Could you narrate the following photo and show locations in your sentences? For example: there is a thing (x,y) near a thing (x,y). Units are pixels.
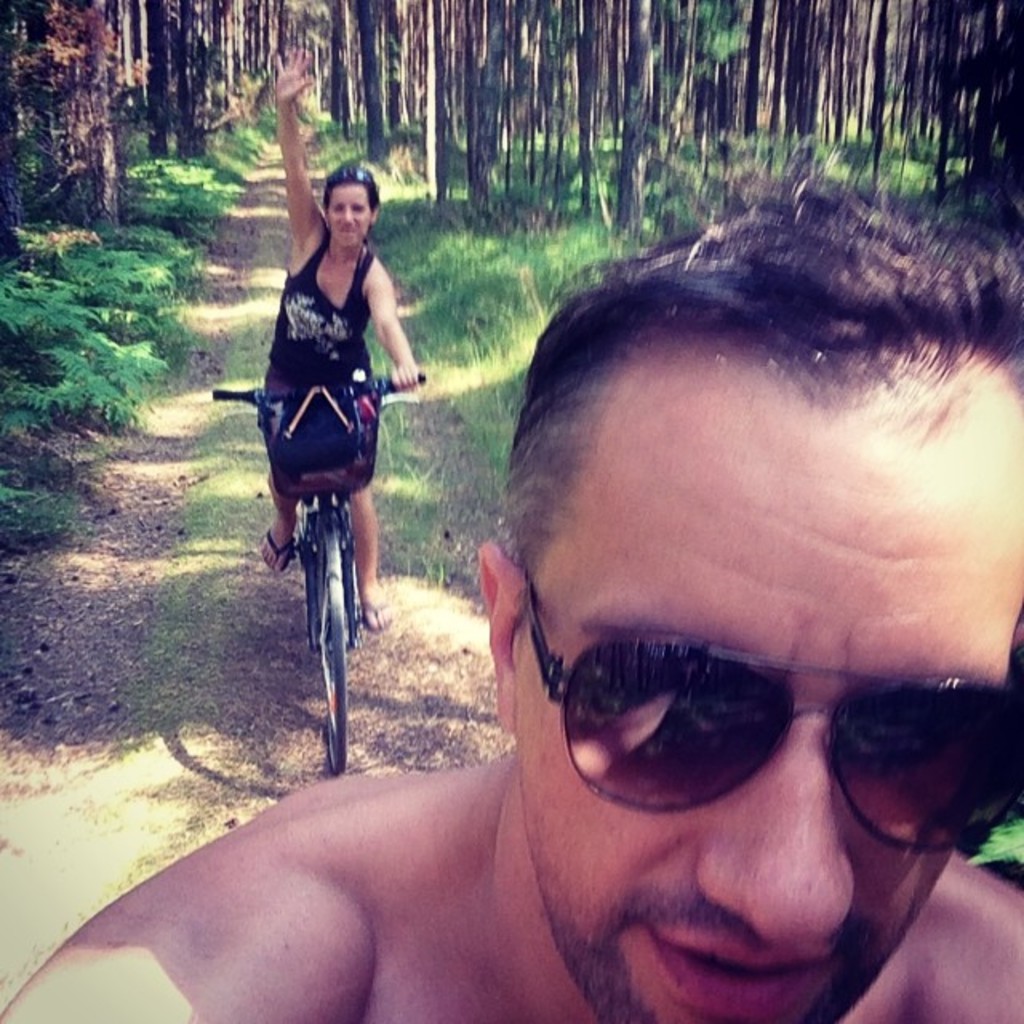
In the foreground of the image (262,980) there is a person (716,818) wearing sunglasses (651,675). In the background of the image (333,347) there is a person (290,157) riding a bicycle (335,496). There are trees (119,156), plants (83,339), grass (430,315) and road (177,477).
